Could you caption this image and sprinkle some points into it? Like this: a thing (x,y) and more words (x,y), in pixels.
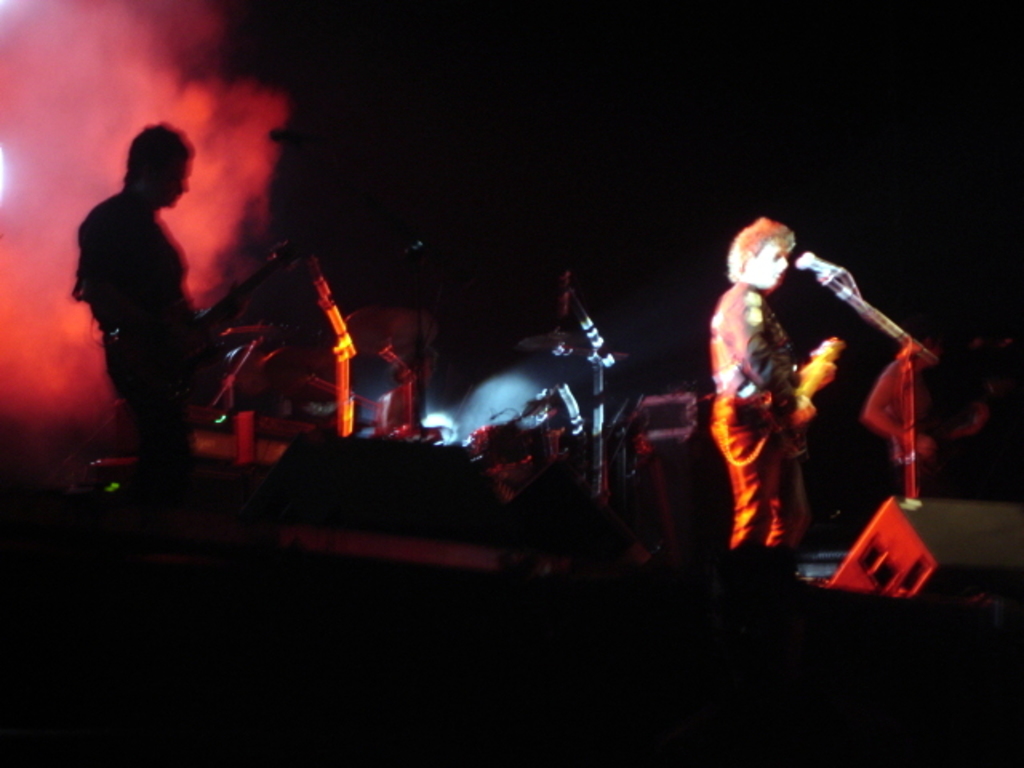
In this image, In the right side (736,447) there is a man (727,376) standing and he is holding a object (785,428) and there is a microphone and he is singing in the microphone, In the left side (137,198) there is a man (152,447) standing and he is holding a object (159,357).
